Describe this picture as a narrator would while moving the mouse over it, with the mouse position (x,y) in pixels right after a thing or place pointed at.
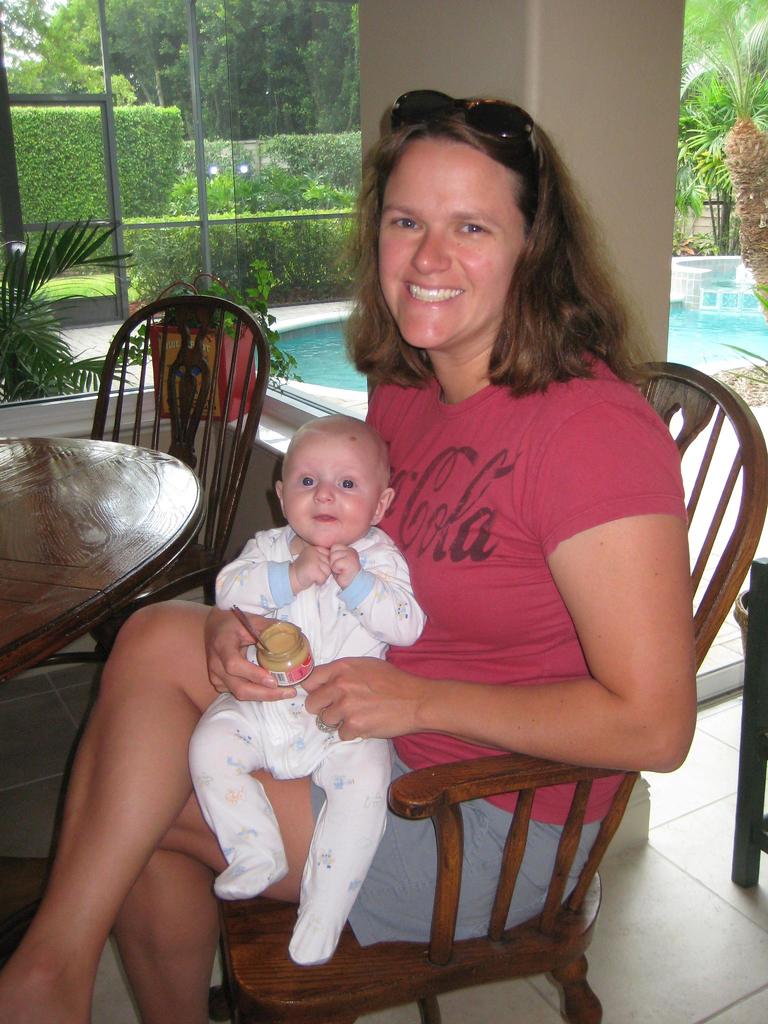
In this picture we can see a women (523,746) sitting on a chair (526,822) and holding a pretty smile (415,291) on her face (471,326). We can see goggles (498,124) over her head (456,152). We can see one baby (283,728) in her lap (265,777) and also there is a bottle (276,666) of food (276,656) in her hand (232,636) with a spoon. Outside we can see a swimming pool (678,325), trees (328,6) and plants (297,142).
